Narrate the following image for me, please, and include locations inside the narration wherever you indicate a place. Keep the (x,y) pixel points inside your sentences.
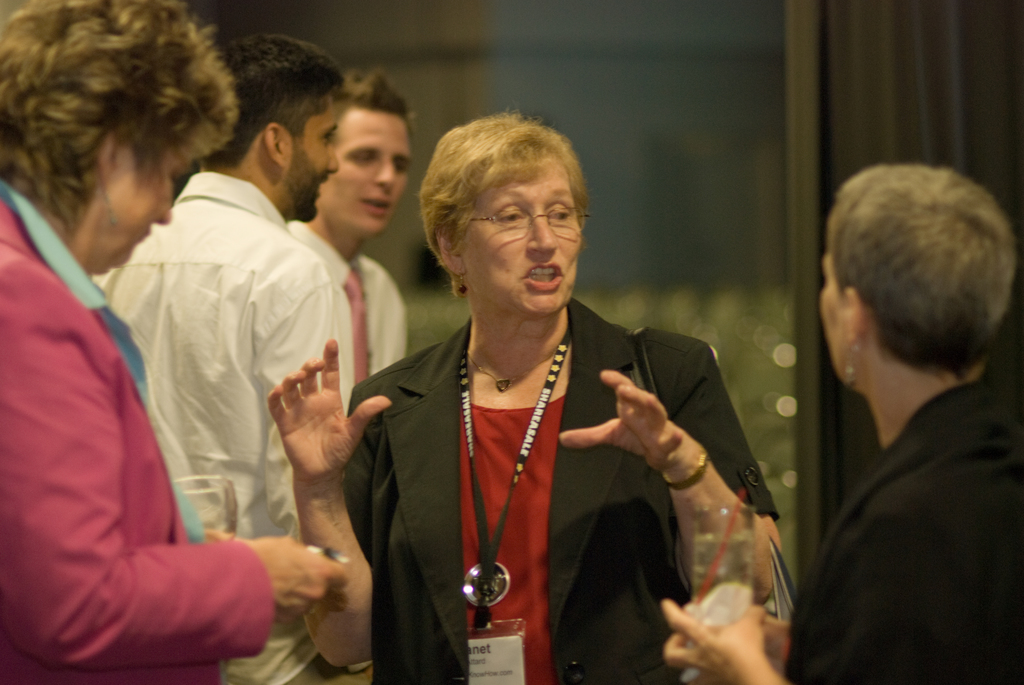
In this image there is a woman (504,521) with black suit (567,570) is talking to the other woman (885,453) who is holding a glass of drink (726,573). In the left (113,454) there is a woman (105,528) wearing pink suit (86,538) and behind the women (124,399) there are two men (341,232) with white shirts (281,278). The background (617,95) is blurry.
